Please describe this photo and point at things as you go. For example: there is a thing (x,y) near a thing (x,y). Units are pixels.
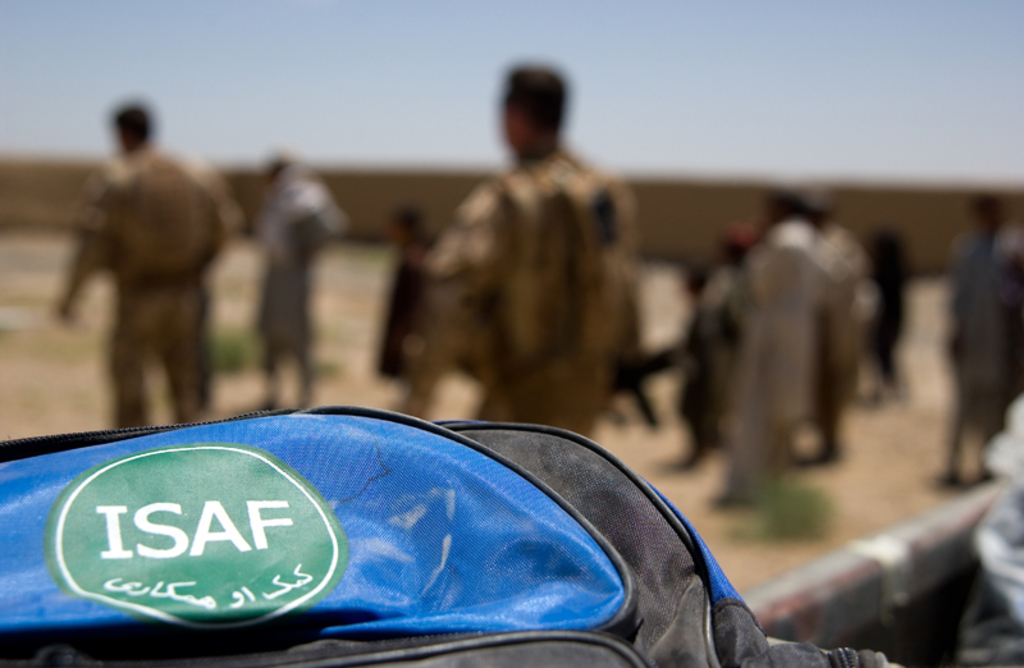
As we can see in the image in the front (367,592) there is a blue color bag (332,585) and few people (594,294) here and there. The background (651,218) is blurred. On the top (547,63) there is sky (487,58).
